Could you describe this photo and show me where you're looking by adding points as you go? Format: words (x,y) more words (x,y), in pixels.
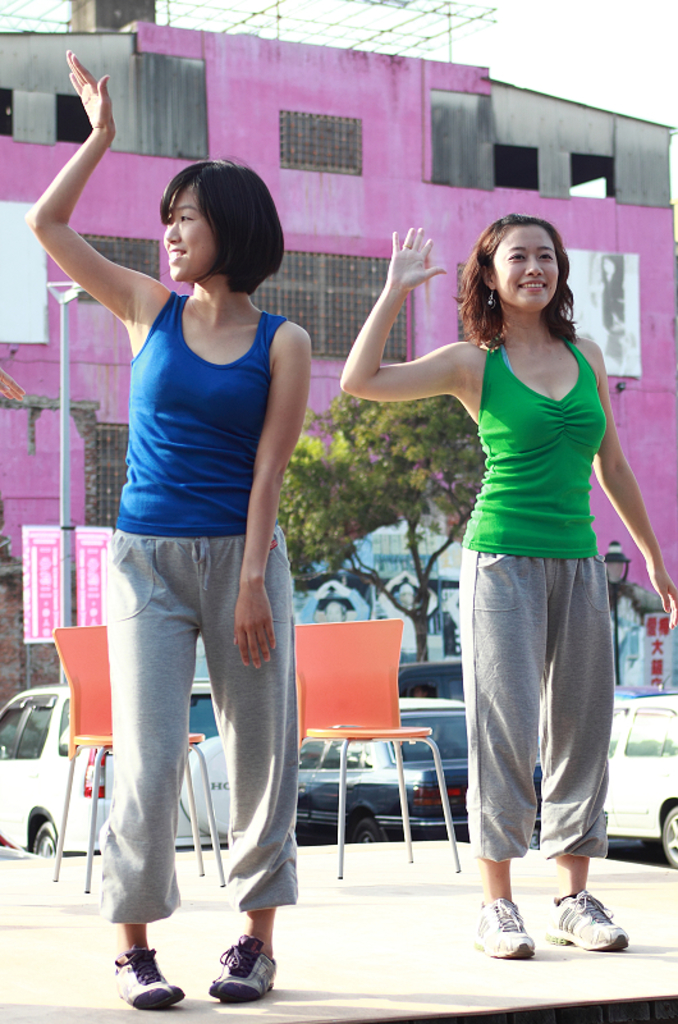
Here we can see a two woman (140,362) standing on each side and looks like they are dancing. In the background (392,170) we can see a house (396,125) of pink color and a car (662,730).
